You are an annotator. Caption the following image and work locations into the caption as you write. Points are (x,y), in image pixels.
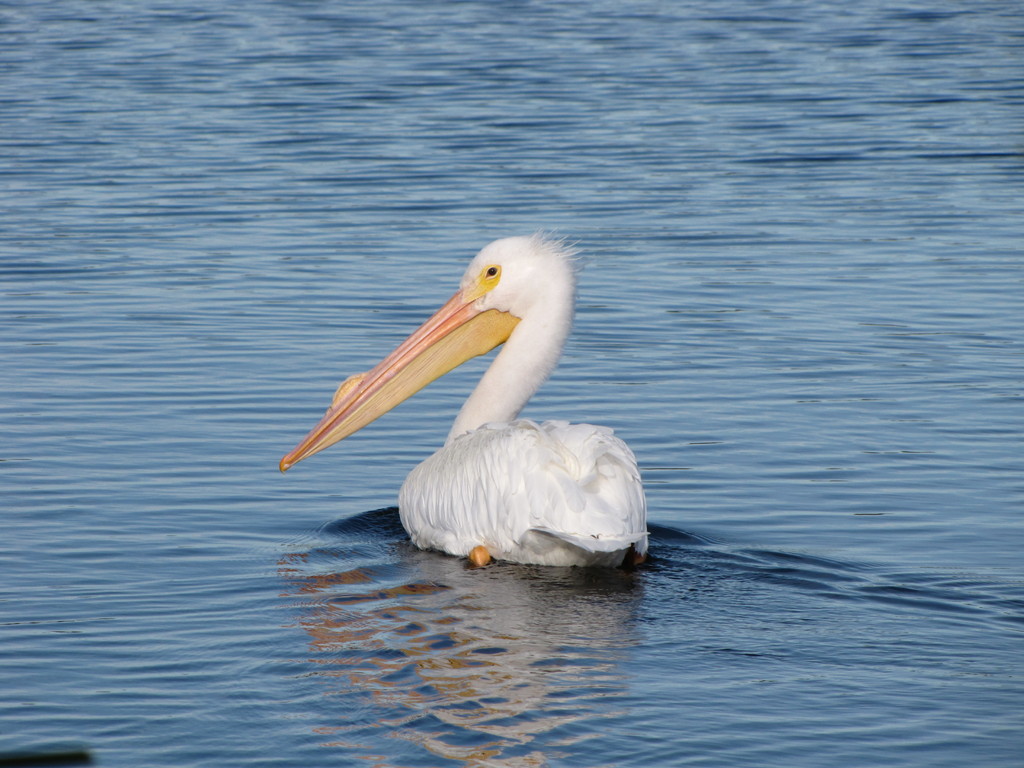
We can see a bird (605,486) is on the water (191,184).
